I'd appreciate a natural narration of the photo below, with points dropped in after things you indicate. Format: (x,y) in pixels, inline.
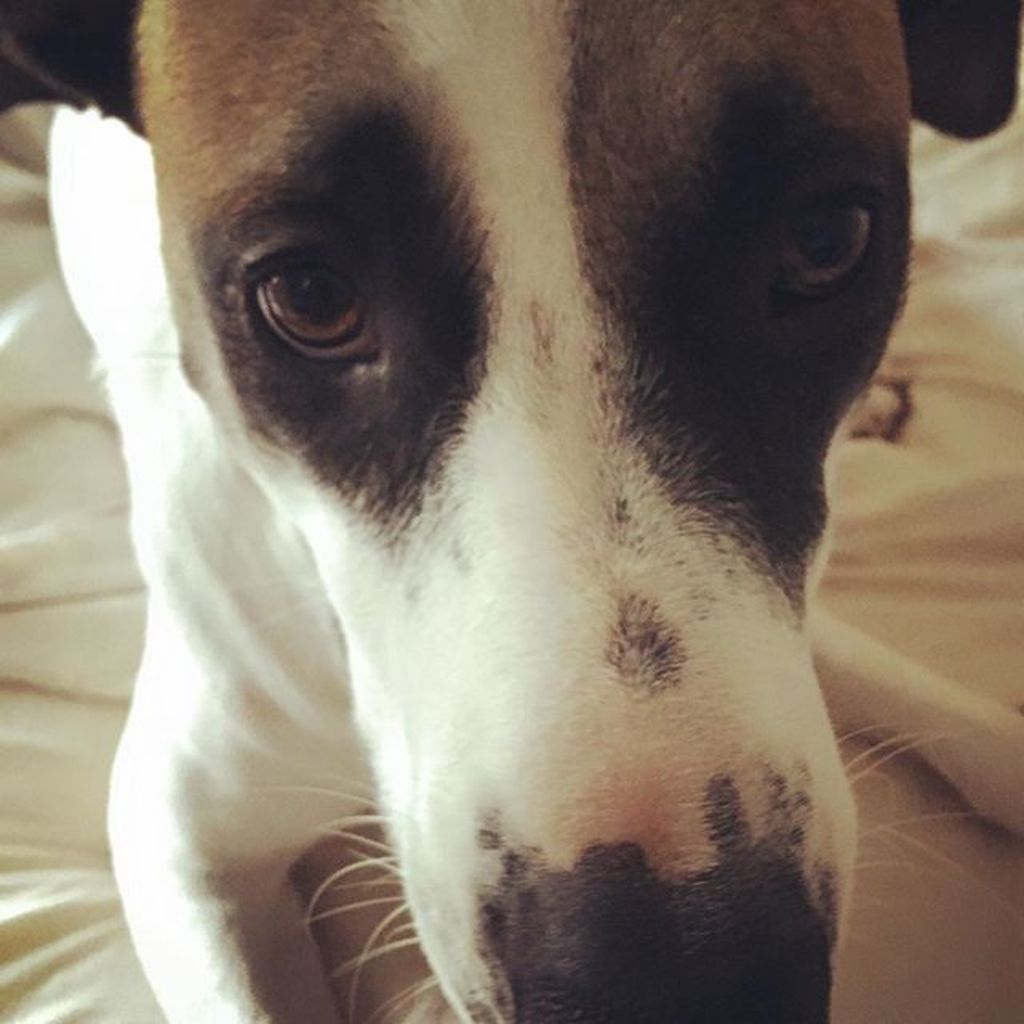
In this image, I can see a dog (547,734) is sitting on a bed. This picture might be taken in a room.
